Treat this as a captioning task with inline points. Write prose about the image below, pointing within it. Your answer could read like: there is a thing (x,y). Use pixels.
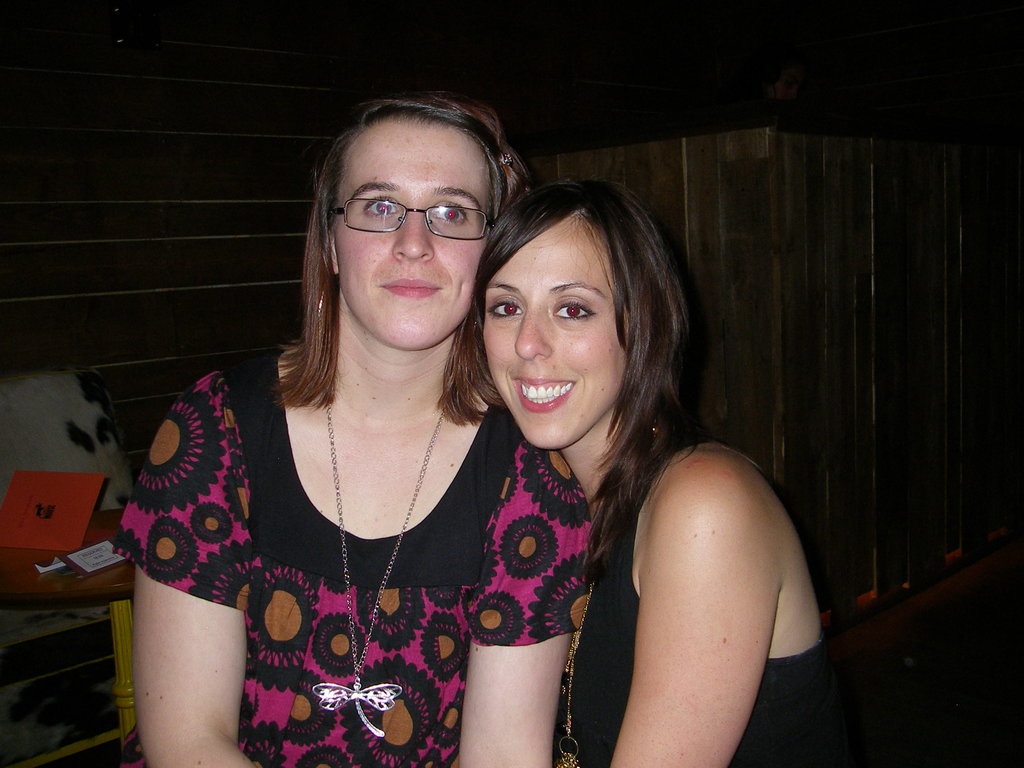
This picture is inside view of a room (480,340). In the center of the image (531,408) two ladies (531,408) are present. On the left side of the image (58,581) there is a table (13,566). On the table (14,580) we can see books (57,523) are there. In the background of the image (92,181) we can see a wall (785,189).
